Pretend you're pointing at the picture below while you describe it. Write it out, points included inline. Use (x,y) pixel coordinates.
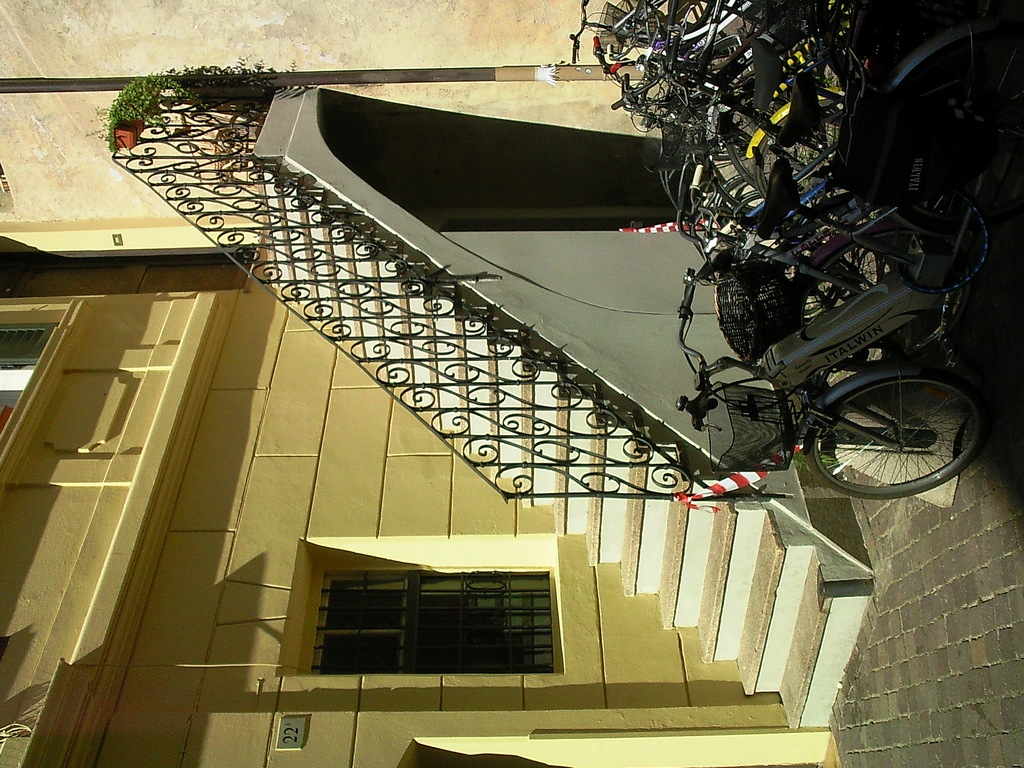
Here we can see bicycles (811,389) and there is a staircase (569,454). This is a building (176,716) and there is a window (457,627). Here we can see plants (156,102), pole (102,80), and a board (300,720).
